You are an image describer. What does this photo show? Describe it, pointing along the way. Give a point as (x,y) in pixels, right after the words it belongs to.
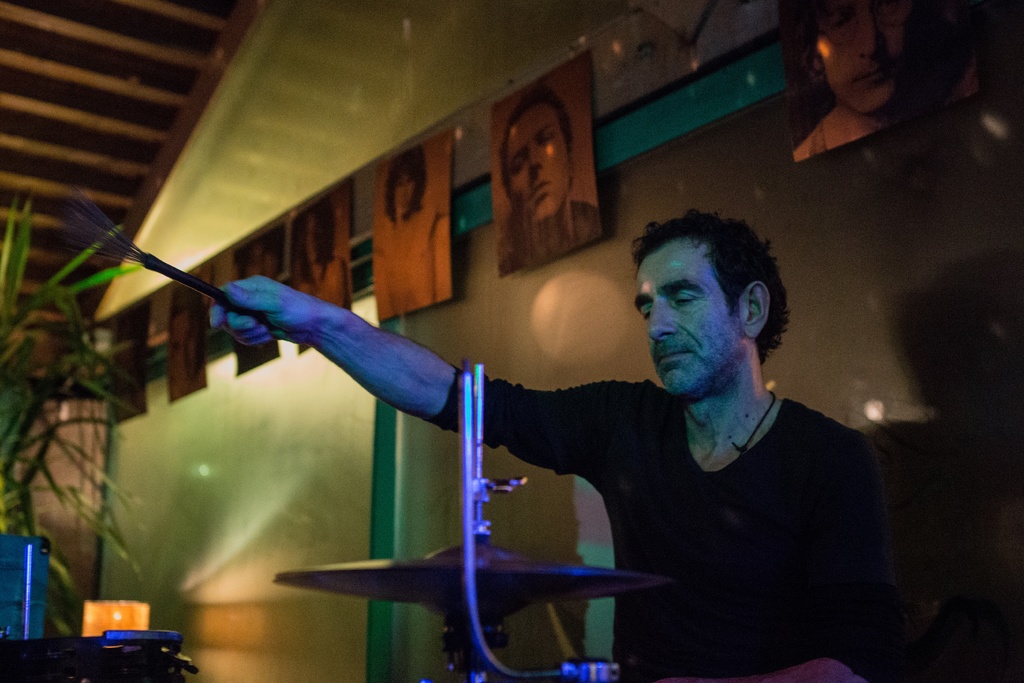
This is the man (735,605) sitting and holding an object (214,291). This looks like a hi-hat instrument (479,551). These are the frames (504,219) attached to the wall (697,129). This looks like a houseplant (31,409).
